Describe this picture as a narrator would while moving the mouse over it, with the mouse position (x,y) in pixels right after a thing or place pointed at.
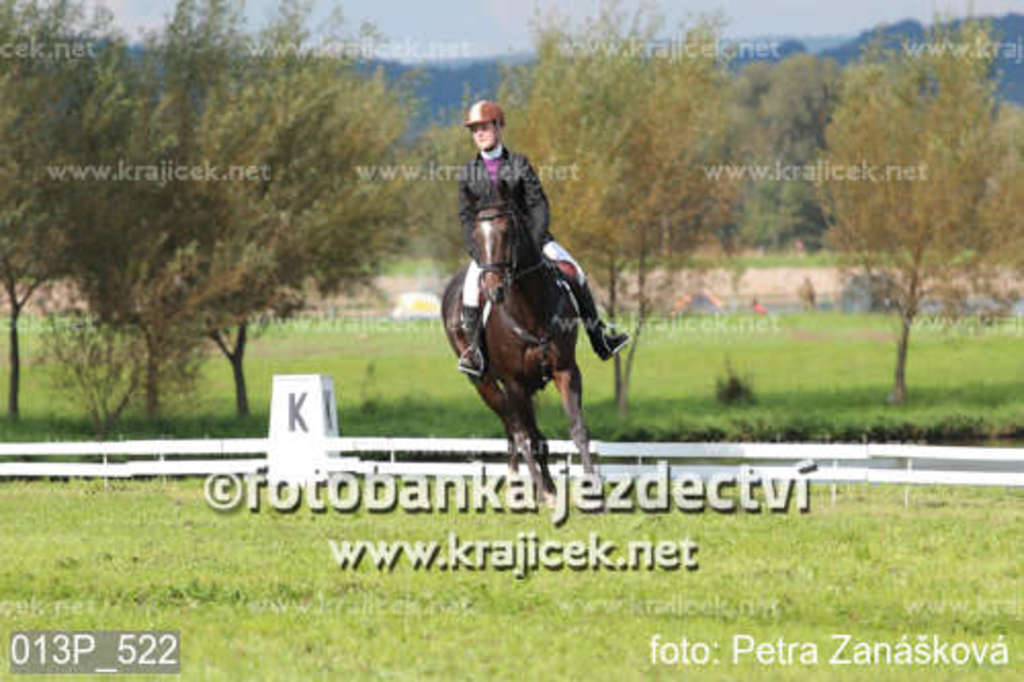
In this image there is a man (463,234) who is riding the horse (506,332) on the ground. In the background (397,140) there are trees (677,107). At the bottom (129,467) there is a wooden fence (404,465) behind the horse (487,402). On the ground (371,585) there is grass (257,591).
